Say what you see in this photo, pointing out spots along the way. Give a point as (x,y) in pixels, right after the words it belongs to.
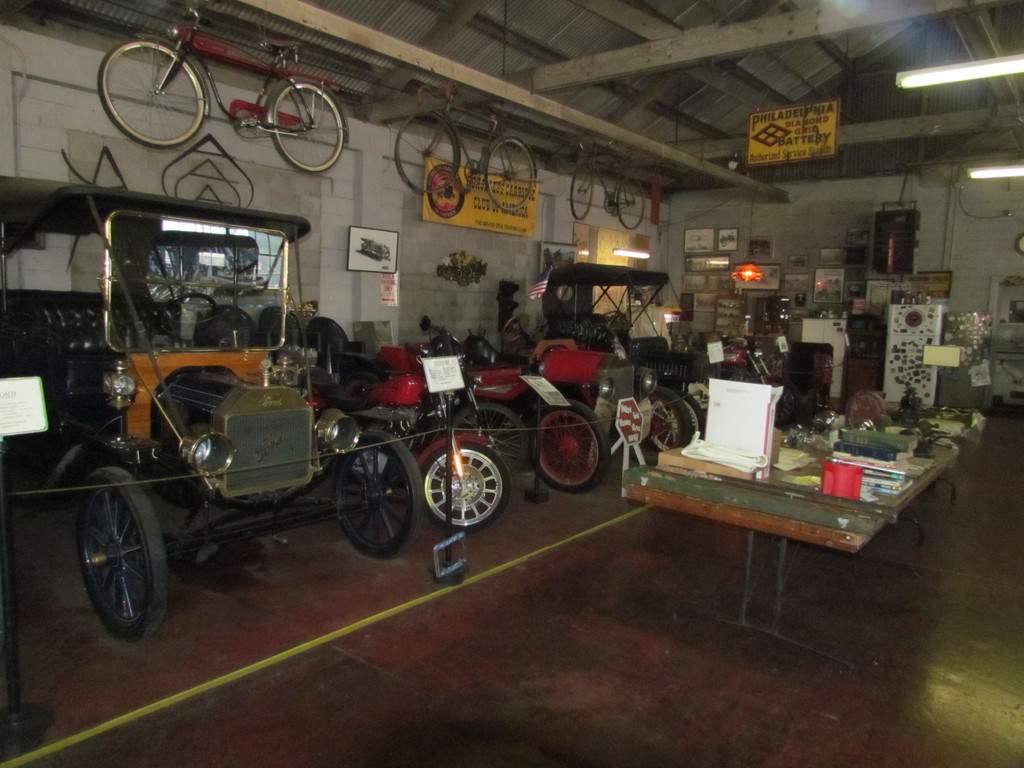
In the image we can see there are vehicles (377,472) which are parked on the floor (301,575) and on the top (439,189) there are bicycles (412,140) which are hanging from the top.
